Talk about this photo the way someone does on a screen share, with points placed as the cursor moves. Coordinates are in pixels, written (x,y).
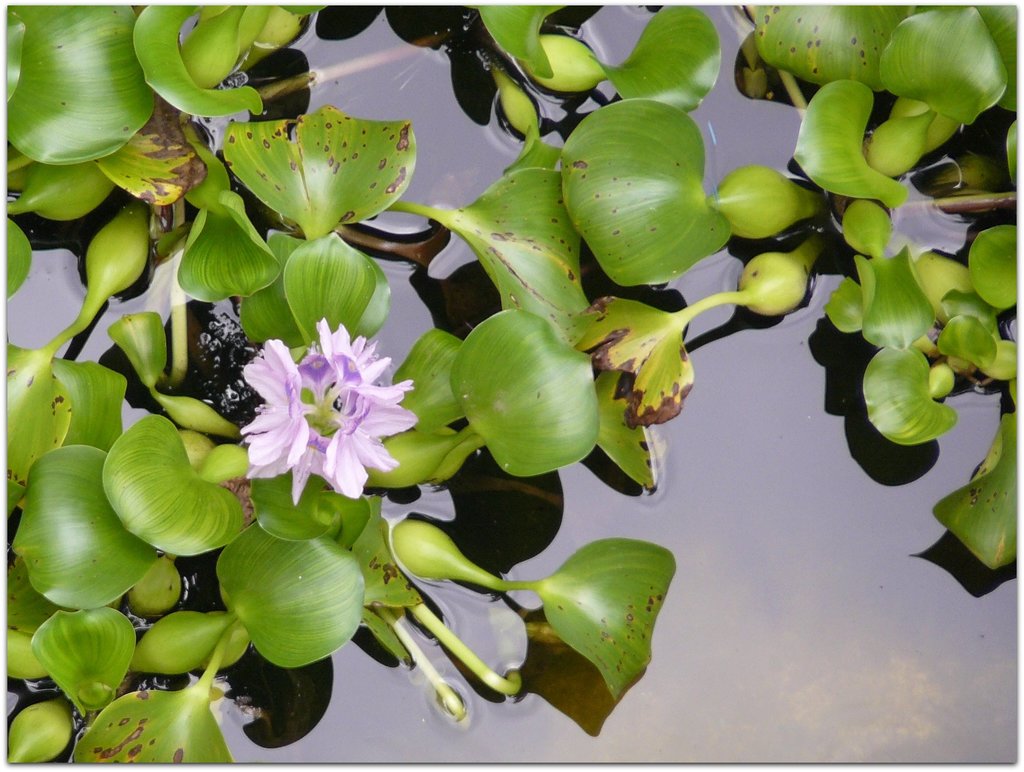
In this image we can see the flowers (307,377), leaves (147,92) and also the water (693,357).
